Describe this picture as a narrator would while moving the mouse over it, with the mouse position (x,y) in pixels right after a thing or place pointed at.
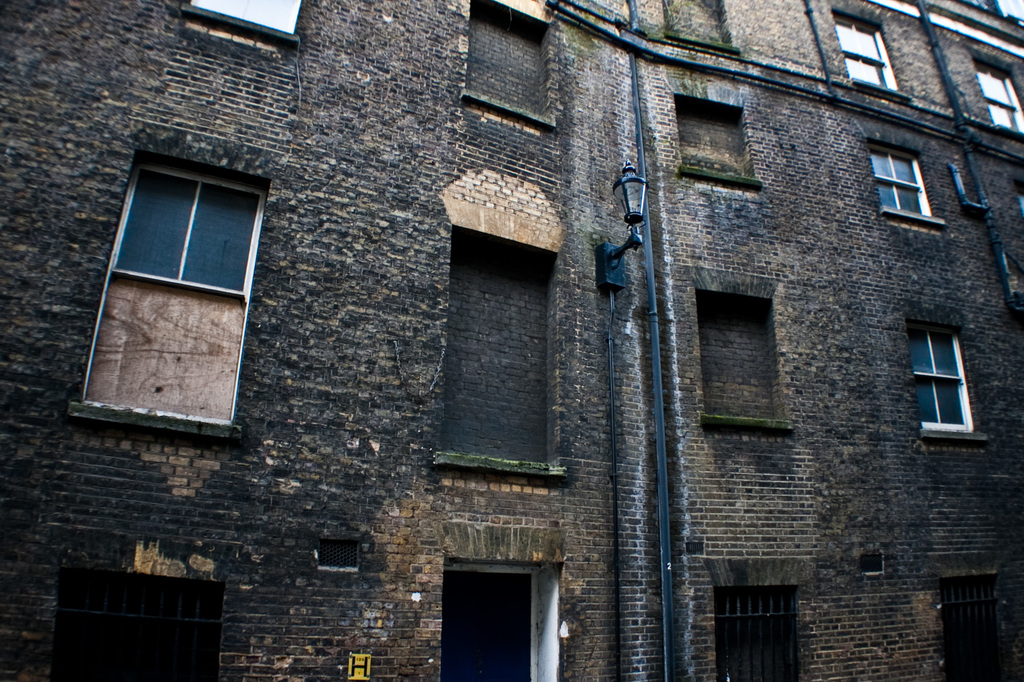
In this image I can see a building (753,214). On the building wall (671,226) I can see windows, light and other objects (660,371).
